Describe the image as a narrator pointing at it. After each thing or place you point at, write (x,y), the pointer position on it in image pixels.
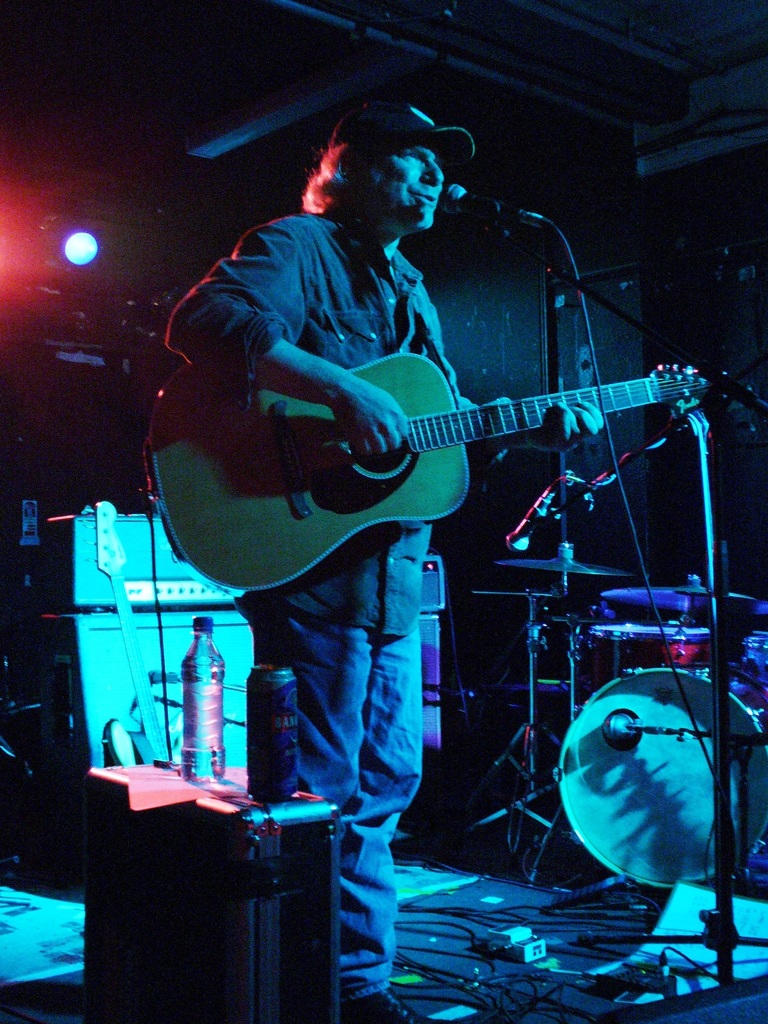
In this image I can see a man (278,614) standing and he is holding a guitar (184,527) in his hand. Here I can see a mic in front of him. In the background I can see few more musical Instruments (112,523).
